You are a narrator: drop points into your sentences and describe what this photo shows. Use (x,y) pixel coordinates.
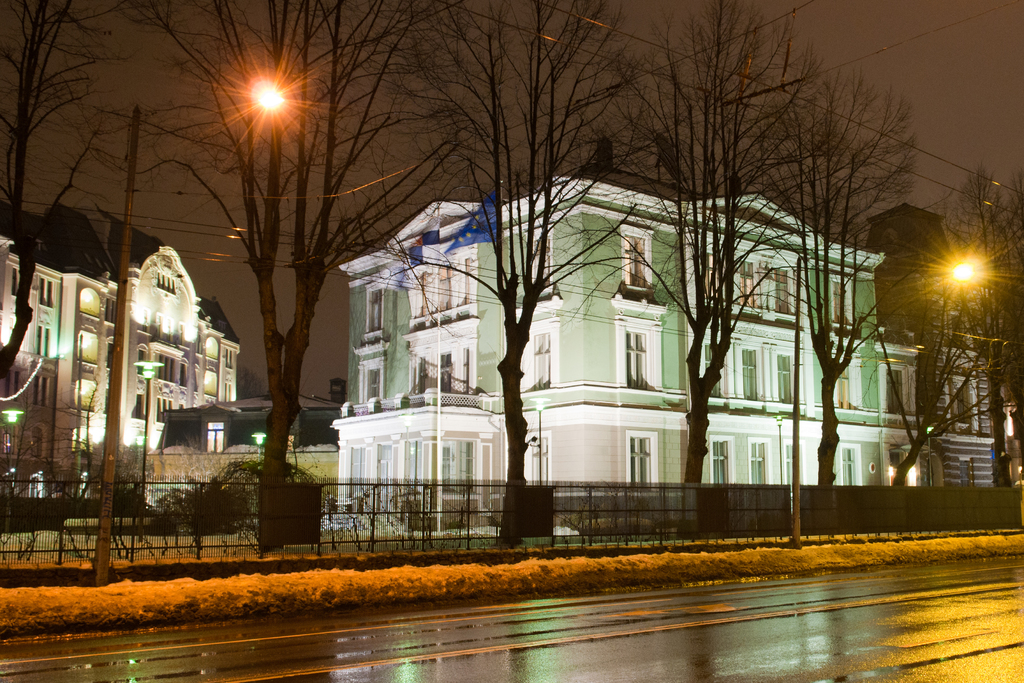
There is a road (752,620). Near to the road (790,597) there are railings (469,505), trees (517,365), lights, poles (796,371). In the background (233,347) there are buildings (536,350) with windows (549,358).
